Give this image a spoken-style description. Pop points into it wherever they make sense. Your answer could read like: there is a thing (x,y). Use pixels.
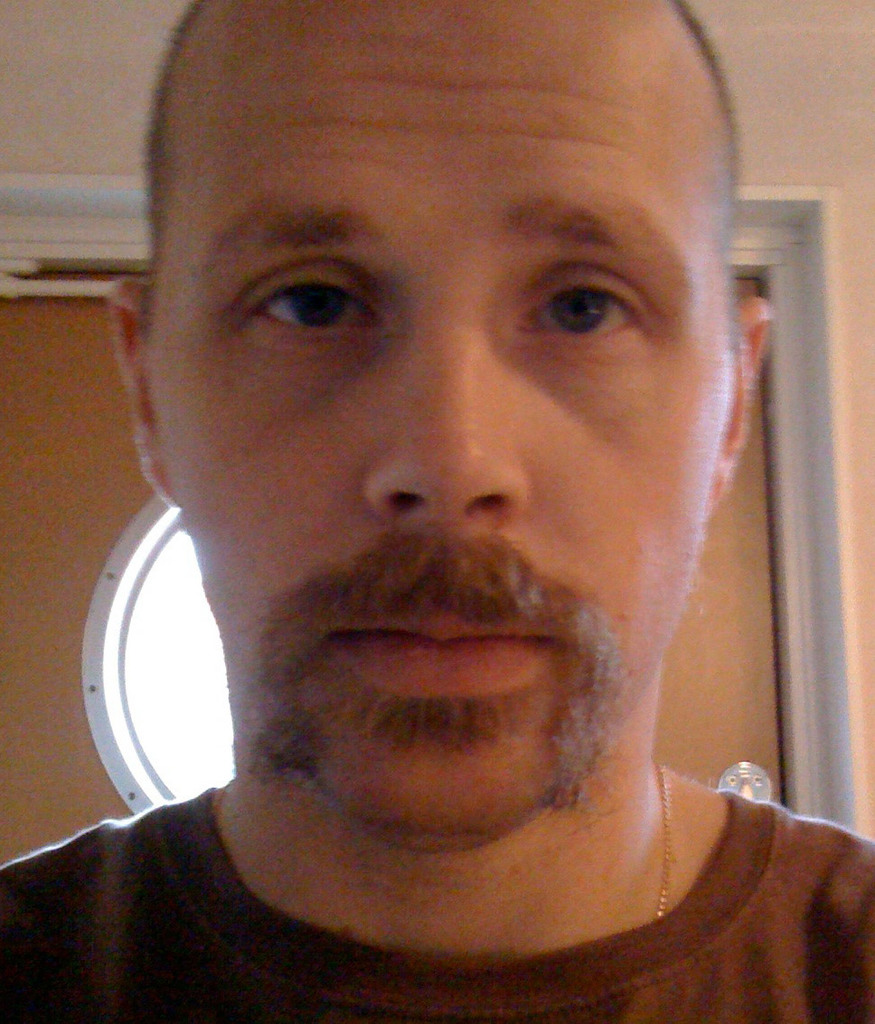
In the center of the image (539,377) we can see a man (573,769). In the background (781,286) there is a wall (786,51) and a door (689,683).
